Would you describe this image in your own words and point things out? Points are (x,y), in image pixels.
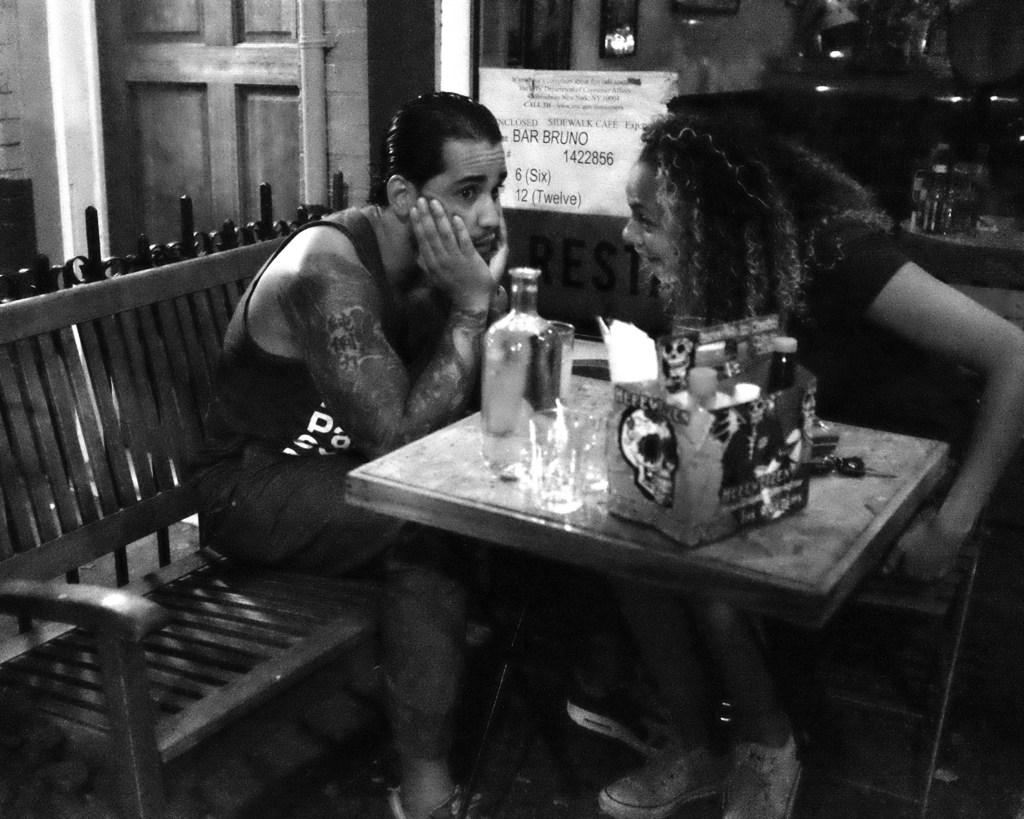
This is a black and white picture. Here we can see a women (761,247) and a man (474,296) sitting on a chair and bench (193,506) in front of a table (607,539) and on the table (619,550) we can see a bottle (489,381) and a glass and keys (842,468). On the background (256,76) we can see door (253,96).
